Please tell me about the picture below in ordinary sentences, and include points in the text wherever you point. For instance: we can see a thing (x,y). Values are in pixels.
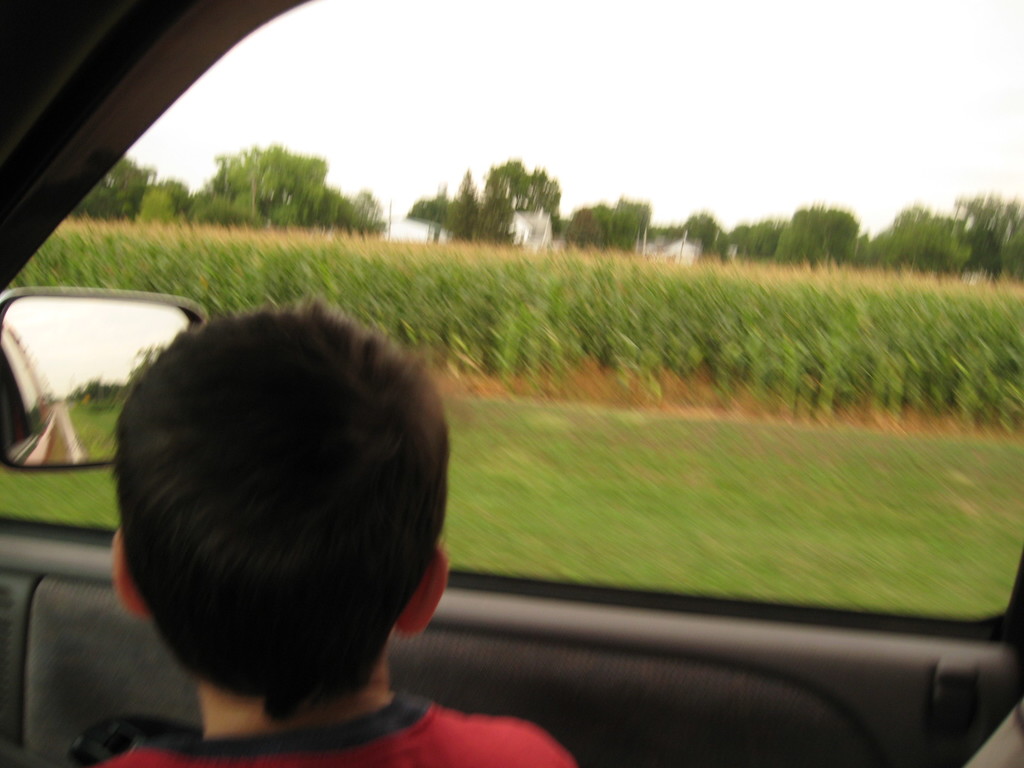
In this image we can see a car (657,671) one boy (253,518) sitting inside and looking towards the out there we can see the some of the trees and grass (779,528) and also the sky (589,83).
